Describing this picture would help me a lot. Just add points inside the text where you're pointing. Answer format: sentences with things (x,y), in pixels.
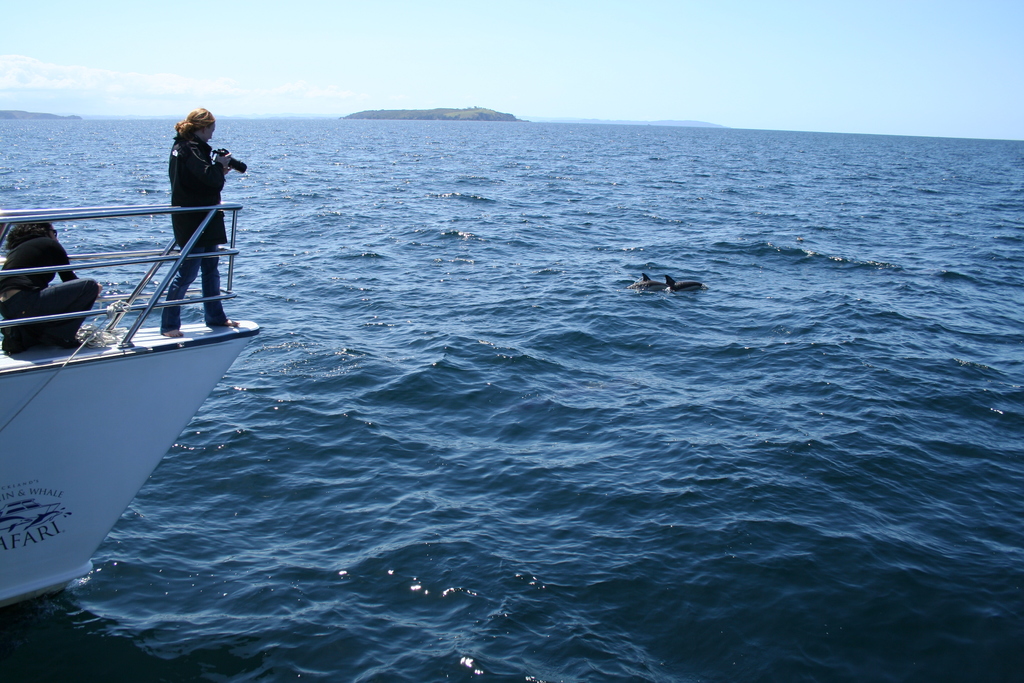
In this image I see a boat (150,421) over here on which there are 2 persons (49,305) and I see a person (197,220) over here who is holding a camera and I see the water (378,122) and I see a thing (684,285) over here. In the background (602,112) I see the sky (467,67) and I see the land (466,119) over here and I see something is written over here.
